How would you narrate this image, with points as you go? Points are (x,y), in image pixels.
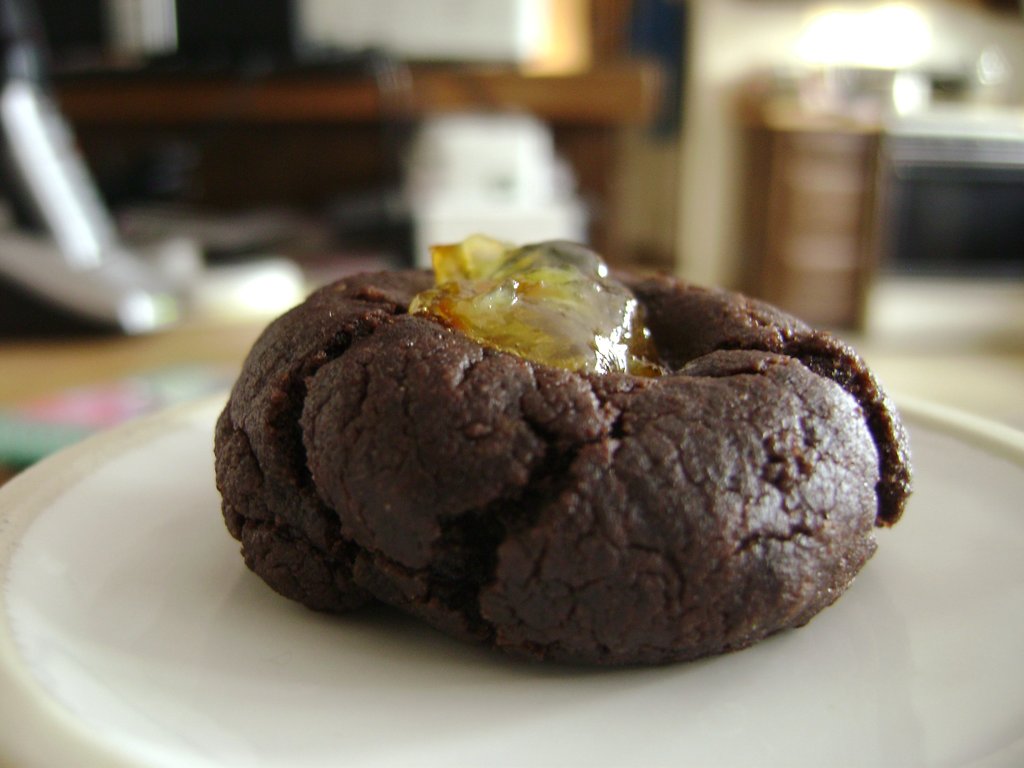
Here we can see a food item (449,474) on a plate (176,644). In the background (345,176) the image is blur but we can see objects (572,105), wall (702,36) and floor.
